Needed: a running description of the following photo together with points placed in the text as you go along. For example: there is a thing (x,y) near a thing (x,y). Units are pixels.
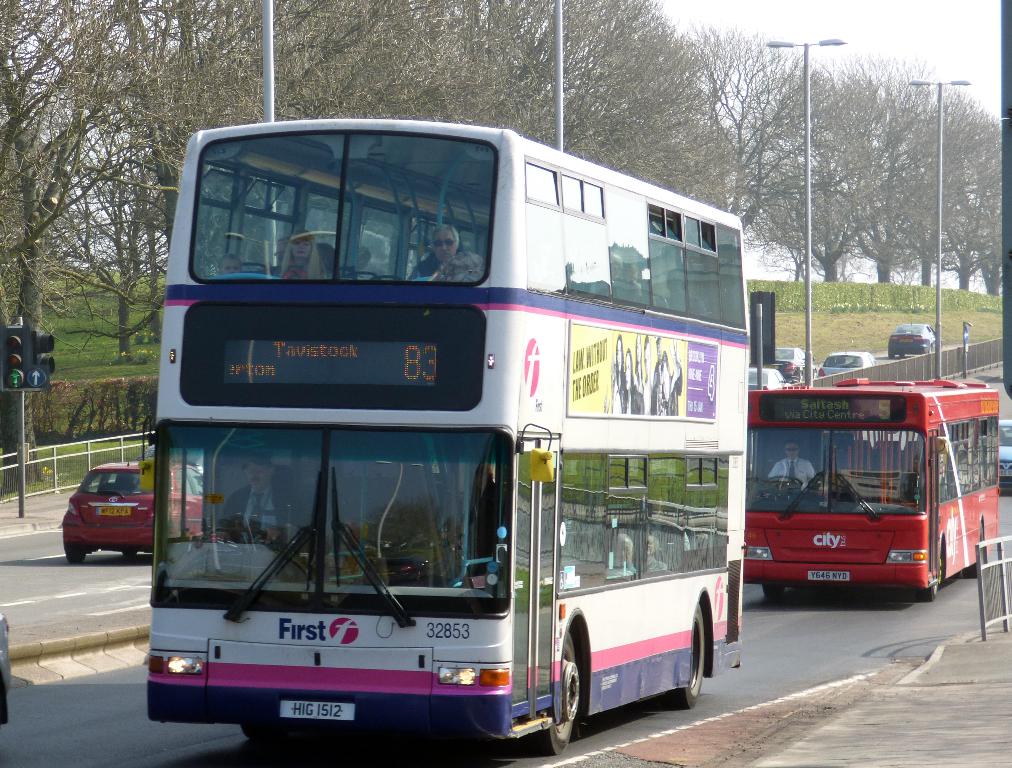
In this image, we can see people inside the vehicles (543,571). At the bottom (595,745), there is a road (359,759) and walkway (970,726). In the background (80,541), there are vehicles (78,521), plants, railings (981,357), poles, traffic signals (10,369), grass (62,363), trees (2,306), street lights (942,375) and sky (988,91).
